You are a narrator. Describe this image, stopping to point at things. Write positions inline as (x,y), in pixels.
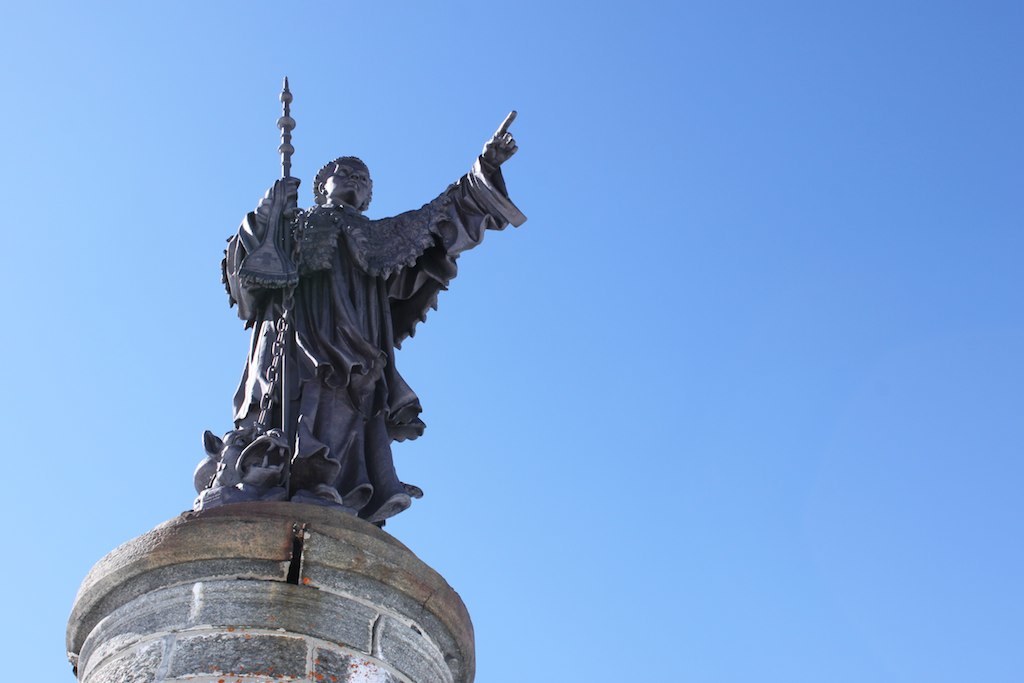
In this picture I can see there is a statue (323,201) holding a object (289,316) and in the backdrop (181,507) the sky (562,264) is clear.
